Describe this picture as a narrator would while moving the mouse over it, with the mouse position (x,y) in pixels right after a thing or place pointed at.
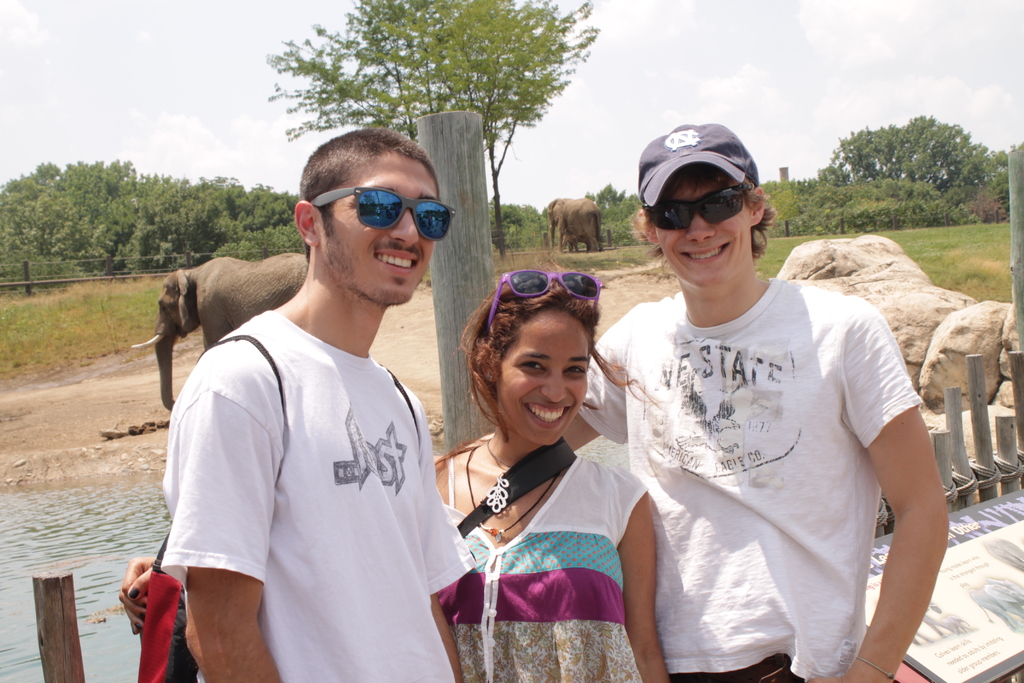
In the image in the center (573,400) we can see three persons (551,477) were standing and they were smiling, which we can see on their faces (362,255). In the background (503,138) we can see the sky (53,137), clouds (820,21), trees (934,168), plants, grass (21,321), elephants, stones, water (72,557), banner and fence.
